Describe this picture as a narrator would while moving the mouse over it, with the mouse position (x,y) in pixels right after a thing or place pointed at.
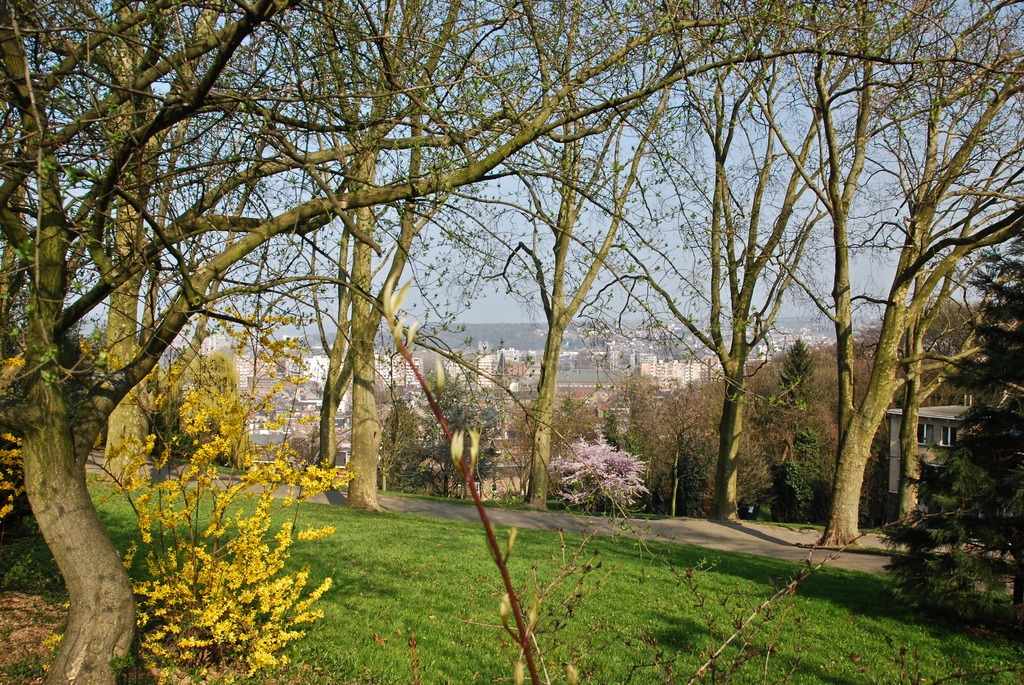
In this image there are trees (365,420) and grass (490,570) on the ground (494,570). Beside it there is a road (630,533). On the other side of the road (474,508) there are trees (431,420). In the background (456,366) there are buildings (607,349). At the top (630,203) there is the sky (614,263).
